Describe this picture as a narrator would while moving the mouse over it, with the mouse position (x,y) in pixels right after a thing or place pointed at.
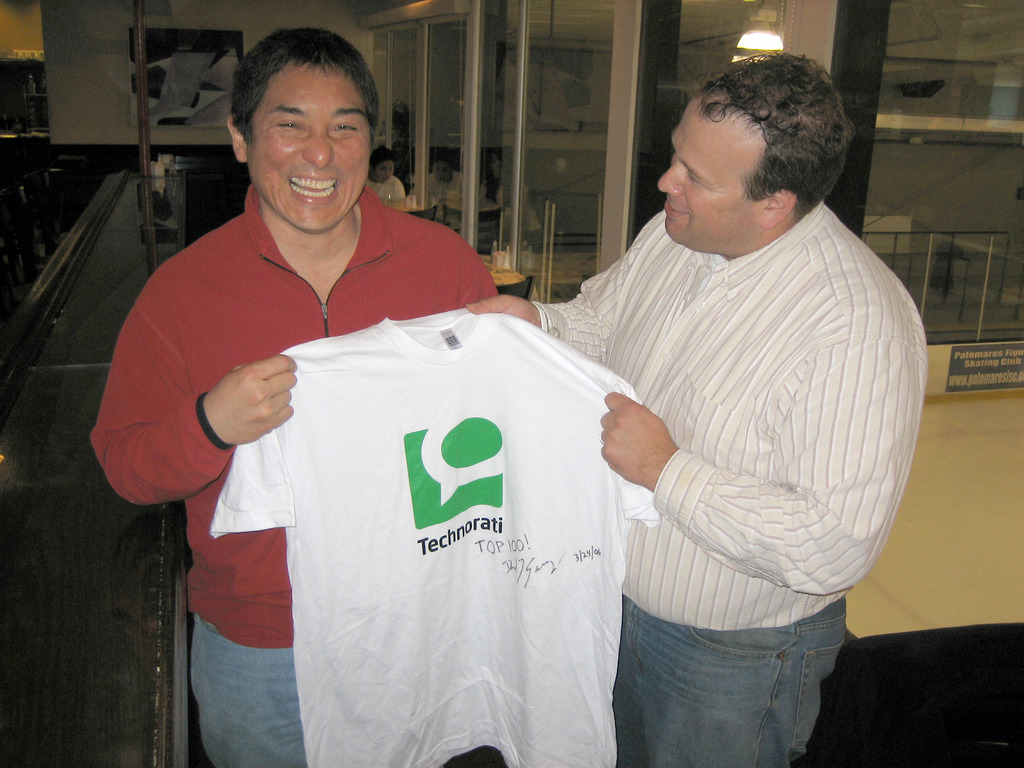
In this image there are two men (681,262) who are holding the t-shirt (442,401). In the background (454,82) there are glass doors (461,68). In the middle (521,277) there are tables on which there are glasses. There is a poster (160,93) to the wall (97,68).
